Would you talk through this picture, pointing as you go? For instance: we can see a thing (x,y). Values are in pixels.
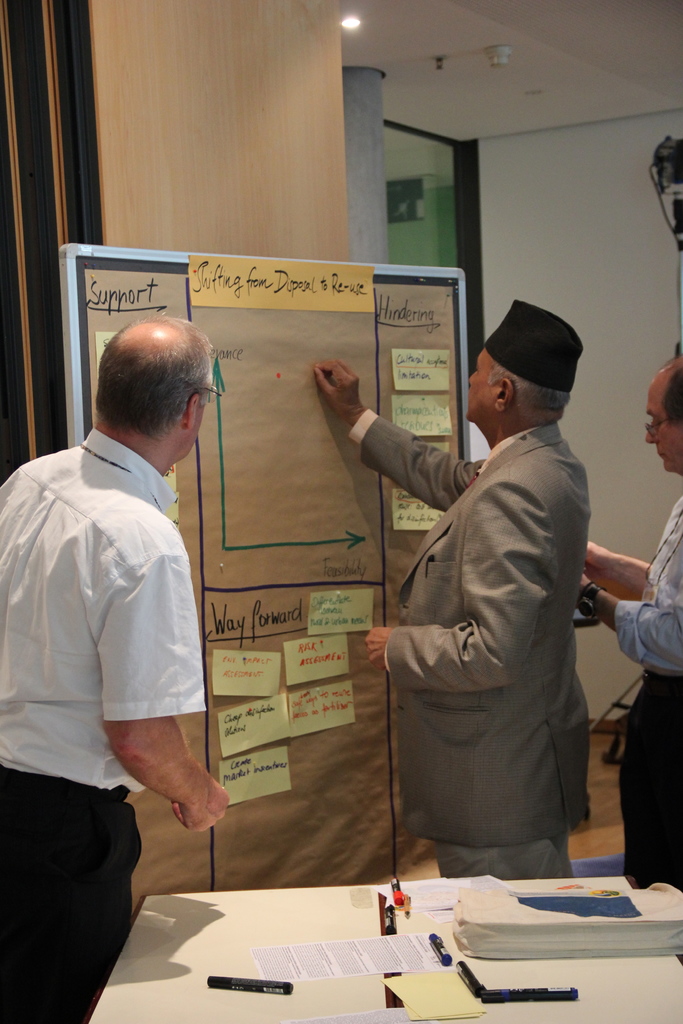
In the center of the image (436,663) we can see three persons (37,660) standing at the board (236,566). At the bottom of the image (143,968) we can see table (254,965). On the table (205,976) there are pens (221,985), papers (346,968) and book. In the background (485,222) there is a pillar (349,155) and wall (313,176).
